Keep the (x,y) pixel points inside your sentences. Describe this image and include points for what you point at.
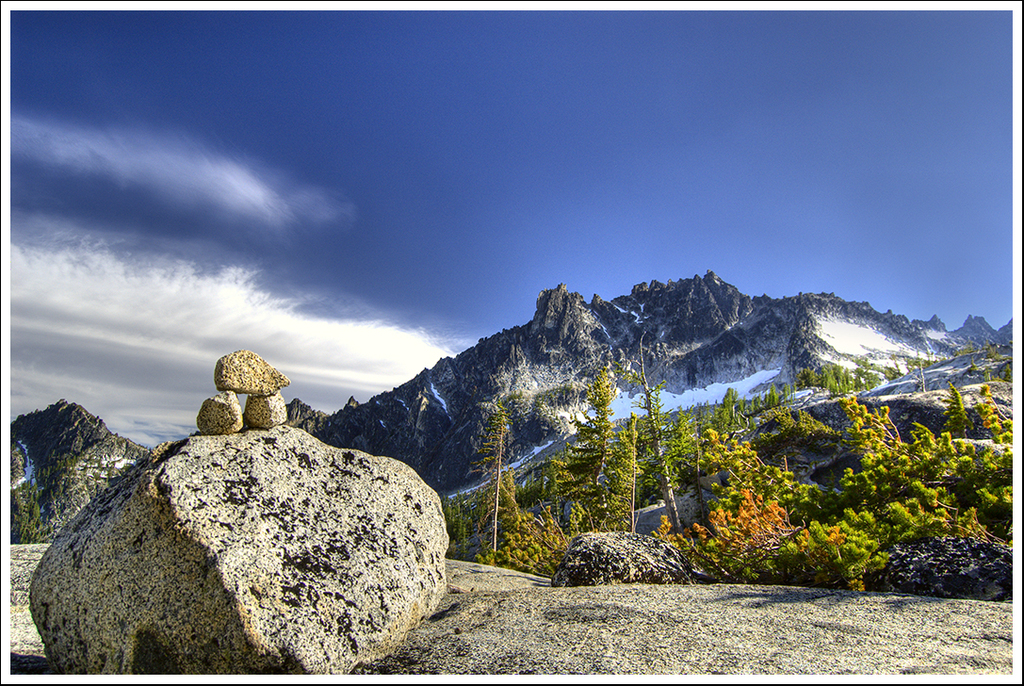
This picture is taken from outside of the city. In this image, on the left side (197,442), we can see some stones (187,464), plants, trees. On the right side (950,553), we can also see some trees (776,503), plants (796,539), rocks (915,591). In the background (705,371), we can see some rocks (930,387), snow (675,404). At the top (315,154), we can see a sky (271,257) which is cloudy, at the bottom (563,624), we can see a land (708,591) with some stones (617,552).
